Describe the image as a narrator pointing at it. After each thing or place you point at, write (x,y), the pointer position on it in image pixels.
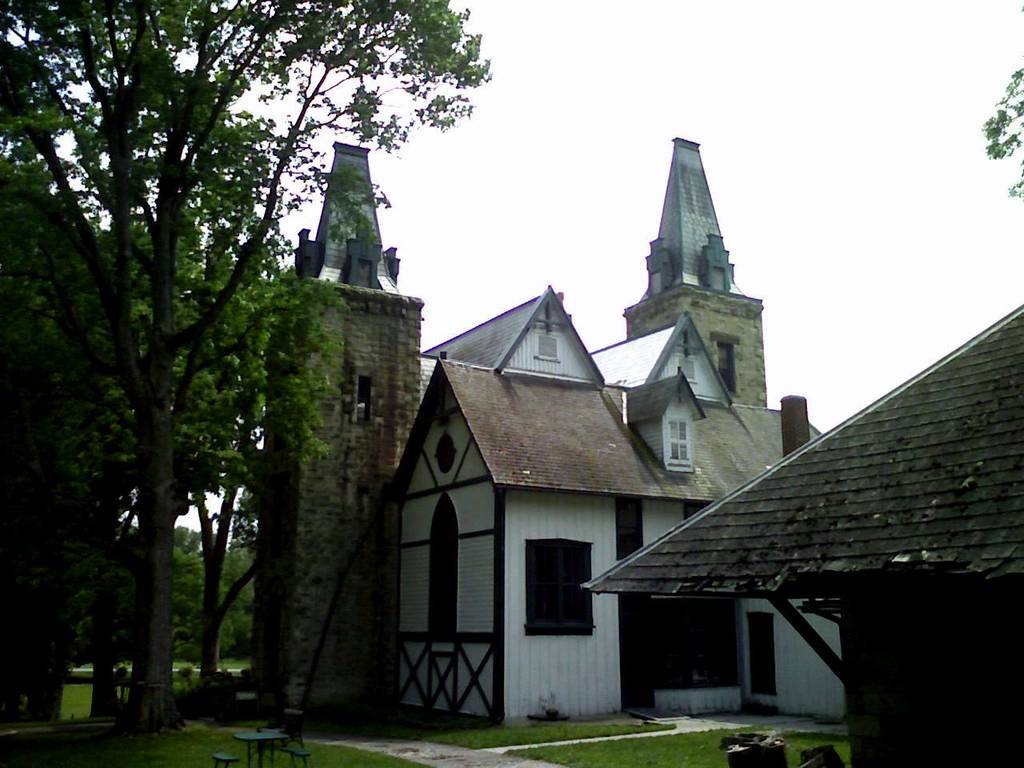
In this picture we can see the grass (560,759), table (264,739), benches (295,754), buildings (490,626), trees (106,405), some objects (823,757) and in the background (446,336) we can see the sky (867,142).
